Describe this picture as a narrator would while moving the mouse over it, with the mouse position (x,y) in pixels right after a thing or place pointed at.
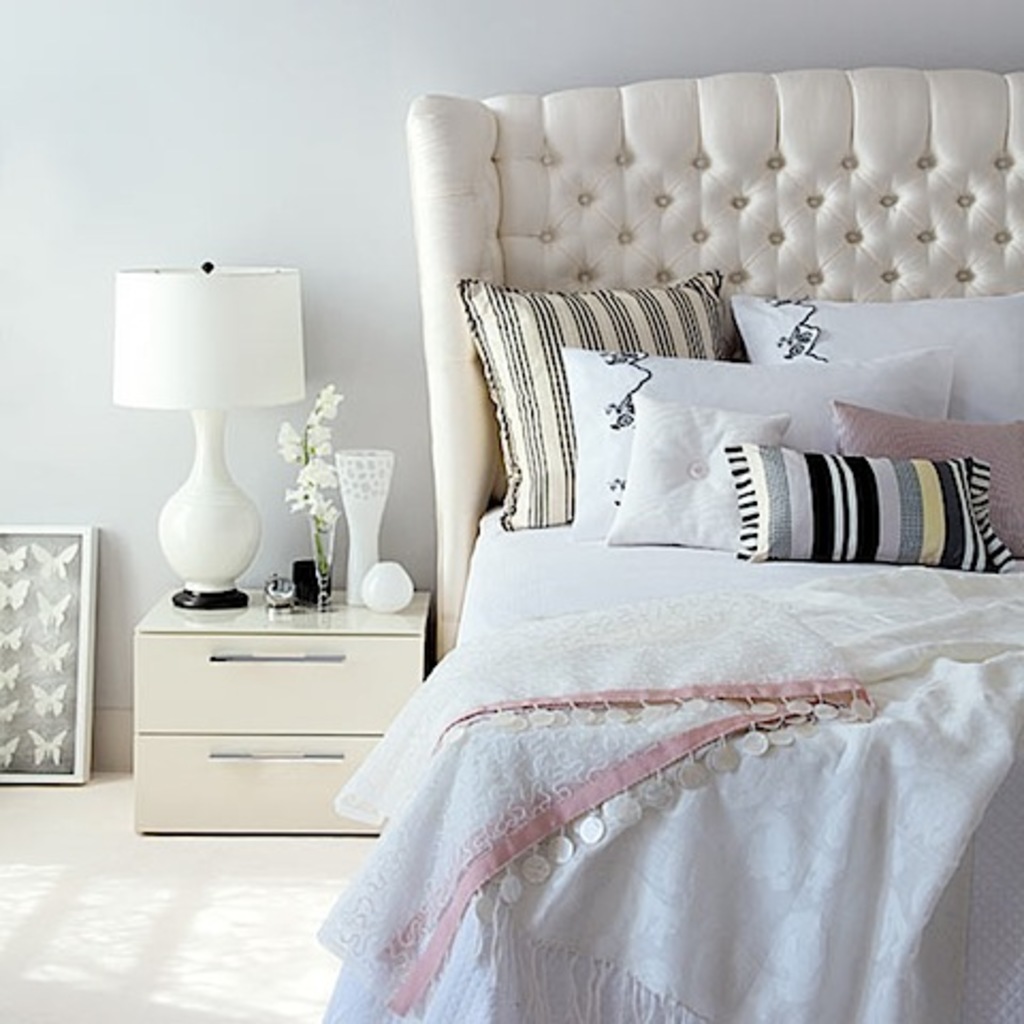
On the left (310,799) we can see desk (255,663), lamp (238,513), flower vase (320,518), frame (57,590), wall (118,575) and other objects (358,506). On the right (843,552) we can see pillows (858,407), bed (683,594), blanket (550,768) and wall (674,57).
